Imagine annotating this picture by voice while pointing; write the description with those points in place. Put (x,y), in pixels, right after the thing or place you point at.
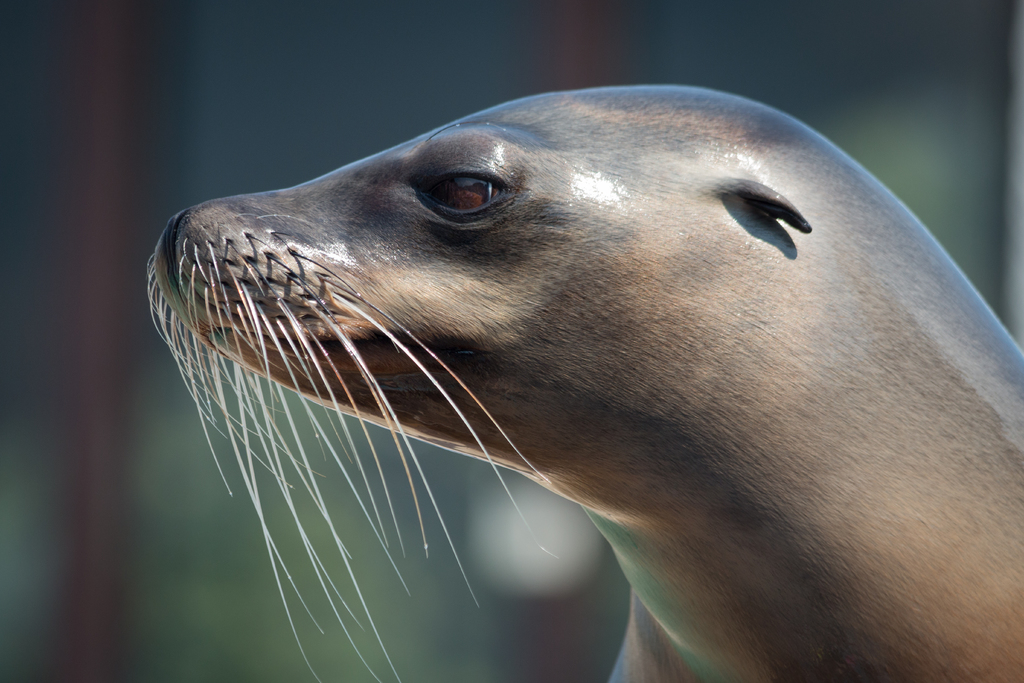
In this picture there is a close view of the grey seal (619,425) in the image. Behind there is a blur background.
